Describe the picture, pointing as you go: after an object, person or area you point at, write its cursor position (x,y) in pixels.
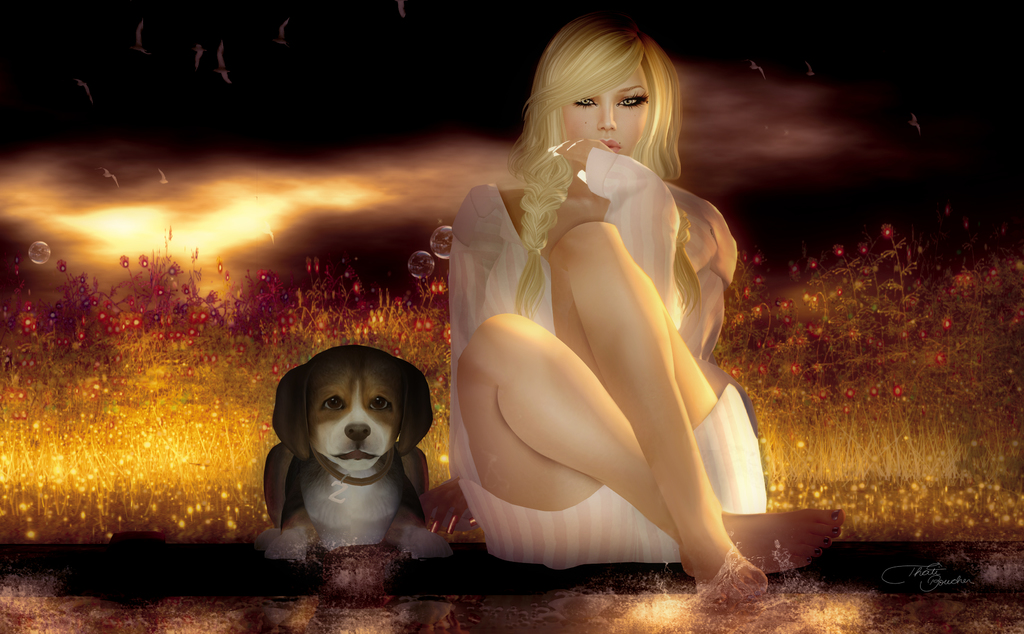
This is an animated picture, where we can see a woman (600,402) sitting on the ground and there is a dog (334,450) beside her. In the background (200,324), there are plants (163,370) with flowers (284,333), sky (316,89), birds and the cloud (308,218).
